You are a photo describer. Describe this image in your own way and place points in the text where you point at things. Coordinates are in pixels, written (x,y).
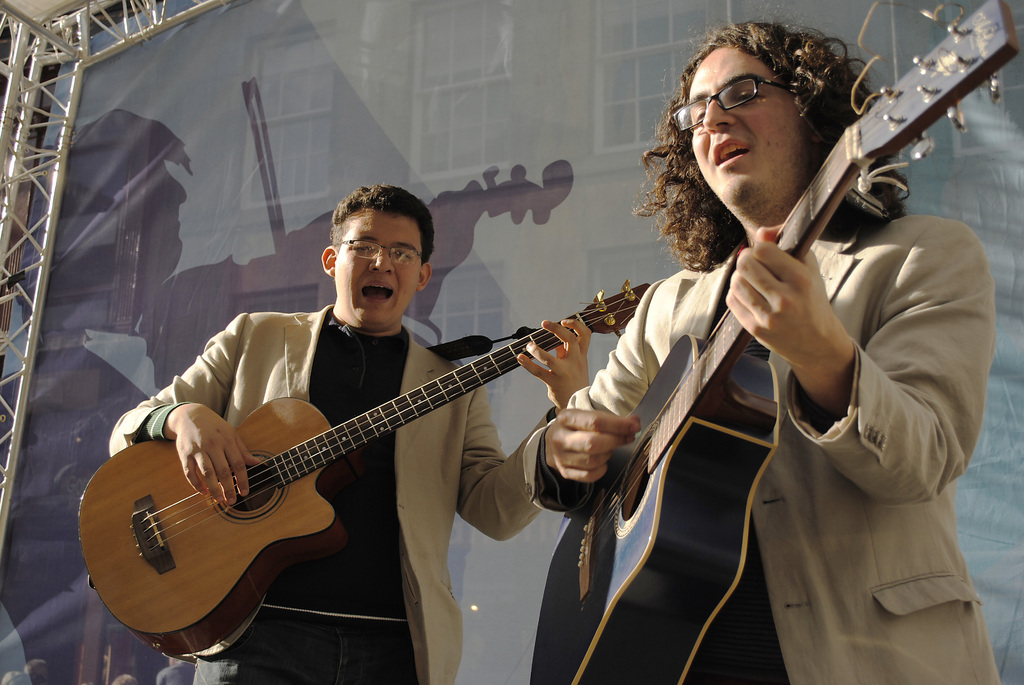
in the picture there are two persons (763,266) holding a guitar (553,348) and singing.
